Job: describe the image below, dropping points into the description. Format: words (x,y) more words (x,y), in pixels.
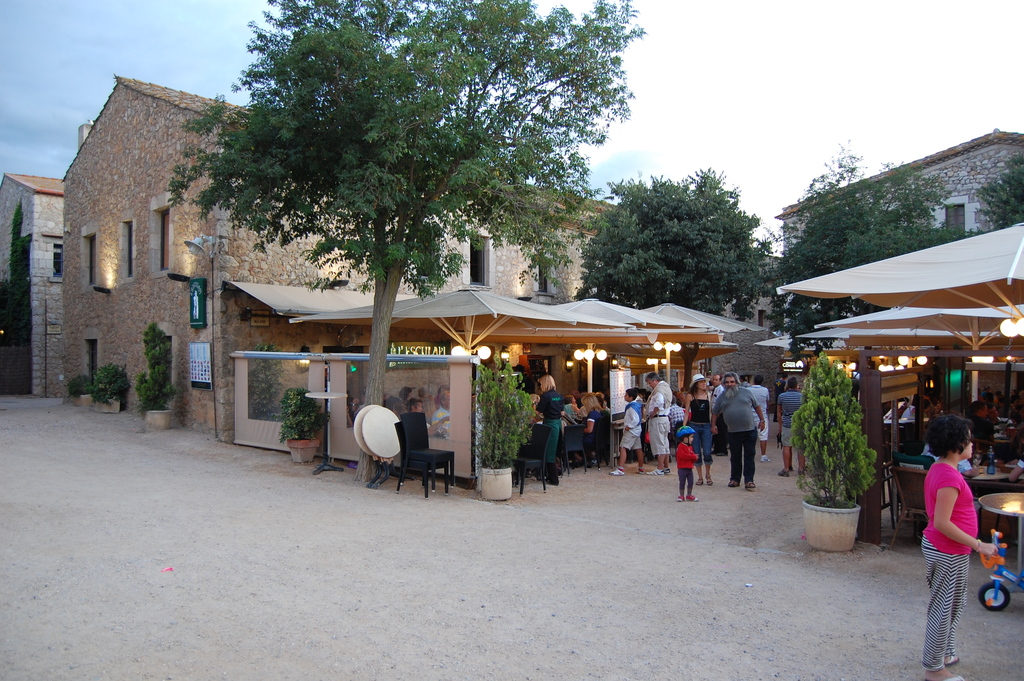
On the right side of the image (957,568) we can see a cycle (990,588) and a person (952,552) is standing. In the background (847,134), we can see the sky (714,66), clouds (918,144), buildings (1003,379), trees (723,298), tents (852,280), lights (907,363), pots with plants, chairs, few people (639,459) and a few other objects (891,394).
